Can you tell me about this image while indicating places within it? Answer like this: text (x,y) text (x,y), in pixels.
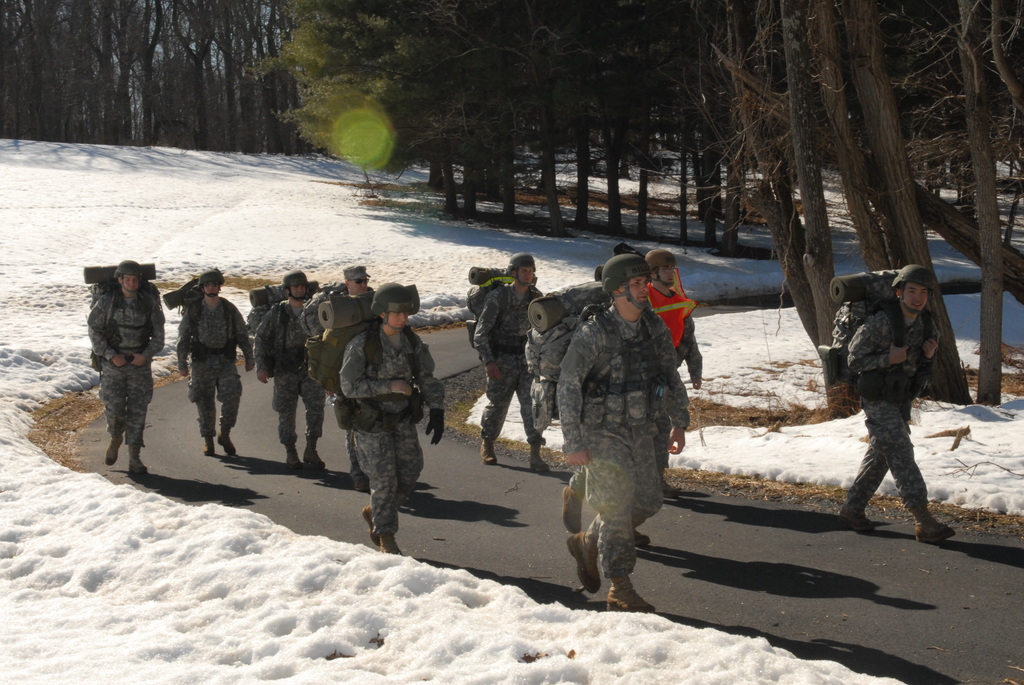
In this image we can see some people (679,315) on the road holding bags (330,355). And we can see snow (205,543) on the ground (243,237). And we can see the surrounding trees (702,151).
